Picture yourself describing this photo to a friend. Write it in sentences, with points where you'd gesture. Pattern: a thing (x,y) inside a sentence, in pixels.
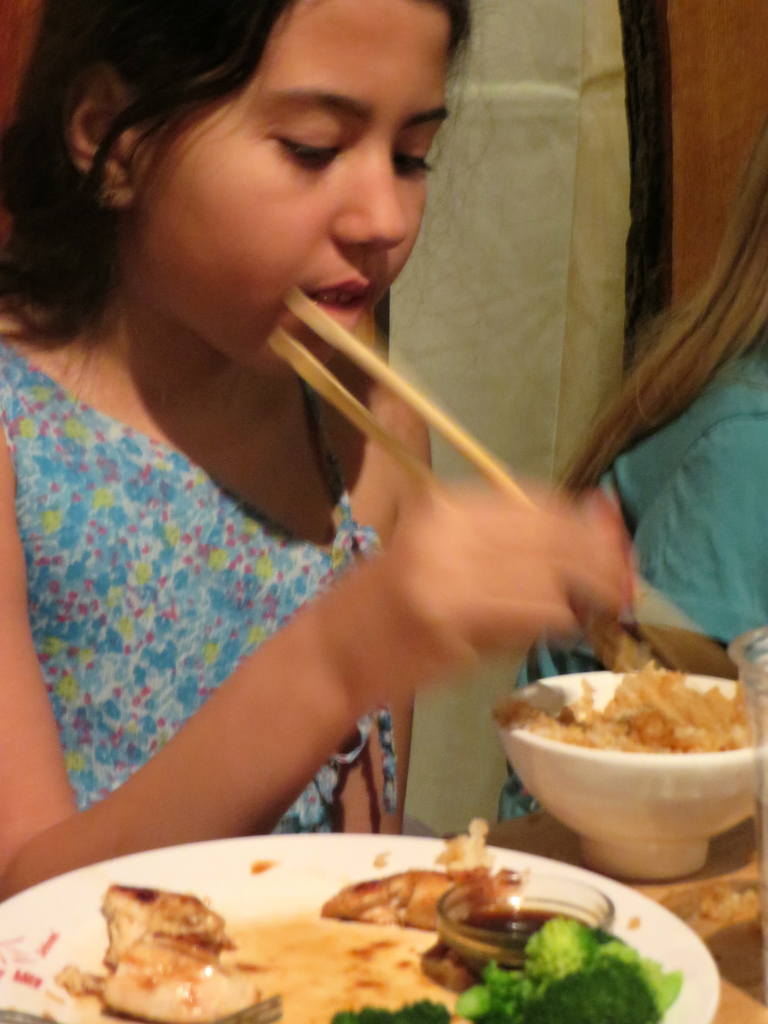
In this image i can see a girl (141,552) wearing a blue dress (157,586) is sitting in front of a dining table (742,993), she is holding chopsticks (294,357) in her hand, On the table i can see a plate (374,844) and a bowl (632,810) with food items (624,740) in them, In the background (765,537) i can see another girl (745,588) with a blue dress (722,490) sitting.
